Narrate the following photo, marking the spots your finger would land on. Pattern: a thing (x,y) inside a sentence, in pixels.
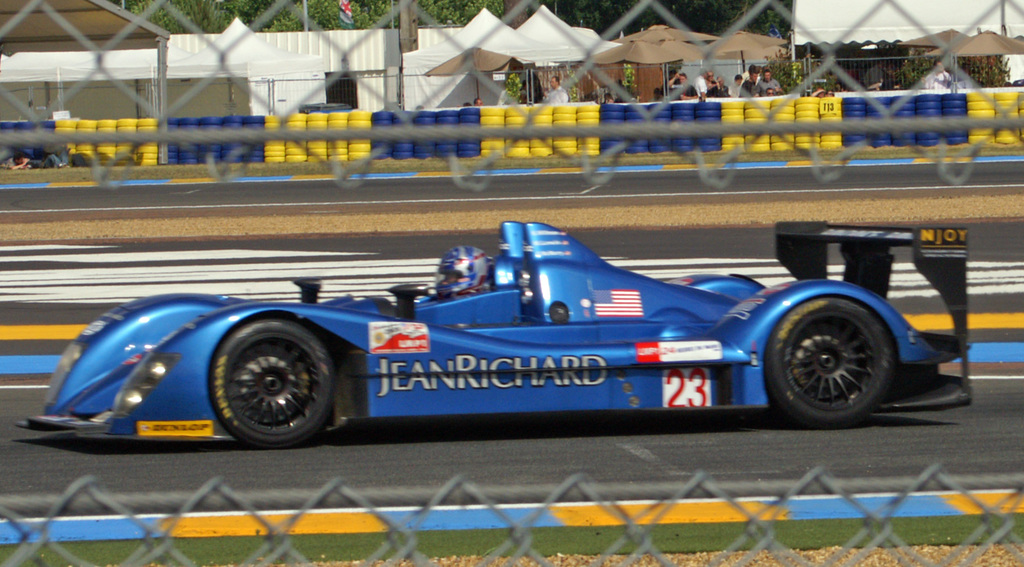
In the image there is a blue color formula car (409,348) going on road (702,457) with a fence (185,134) in the front (312,518) and tires (27,129) in the back (978,136), there are few people (678,93) walking over the background with tents (536,51) beside them.
